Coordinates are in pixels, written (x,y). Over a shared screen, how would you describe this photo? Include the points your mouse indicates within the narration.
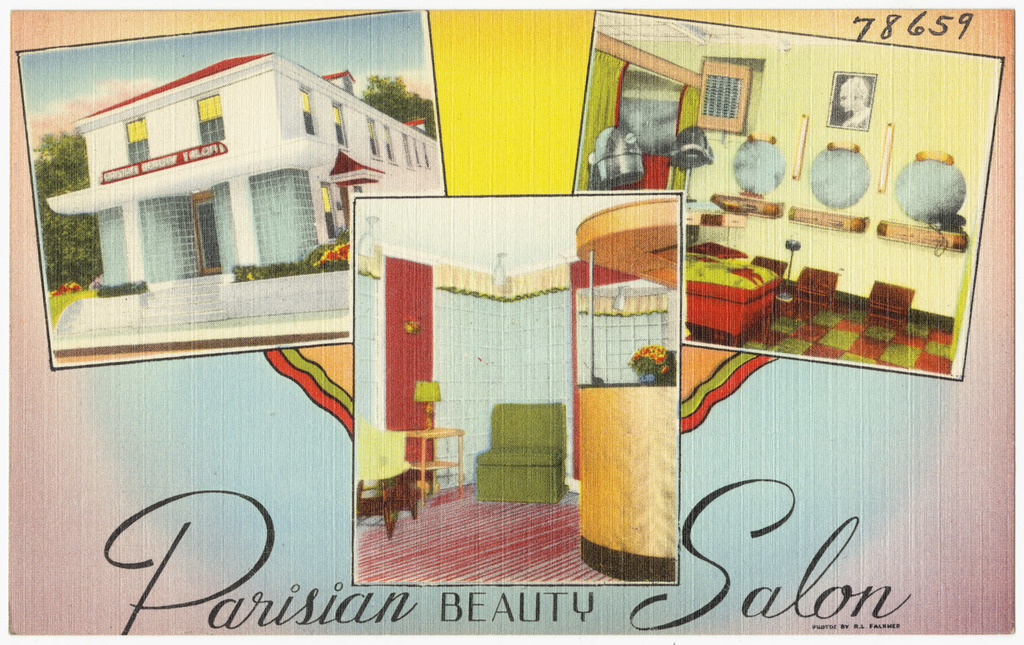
In this image there is a poster (52,569), on that poster (252,617) there are three pictures (403,310), in one picture (260,269) there is a building (255,231), in another two pictures (517,320) there are interior (622,384) of a building (525,393), at the bottom (237,615) there is text (680,583).
